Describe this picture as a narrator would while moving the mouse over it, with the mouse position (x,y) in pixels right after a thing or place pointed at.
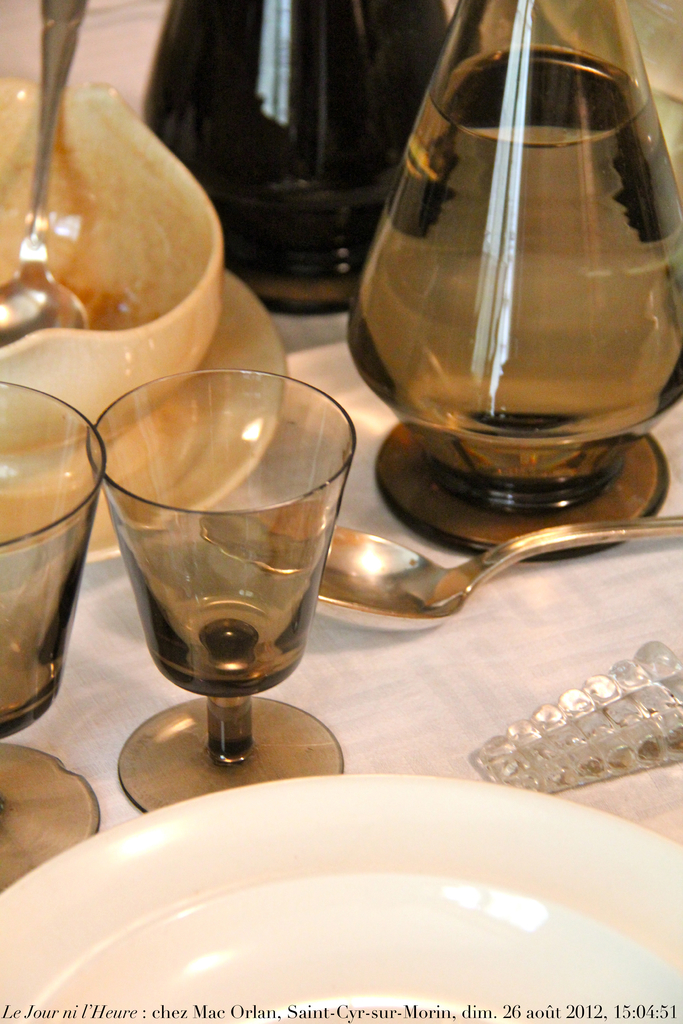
In this image, we can see plates (250,950), glasses (163,530), spoons (25,277), a bowl (181,271) and some jars (261,139) with water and an object (618,701) are on the table (290,697). At the bottom (146,1013), we can see some text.
